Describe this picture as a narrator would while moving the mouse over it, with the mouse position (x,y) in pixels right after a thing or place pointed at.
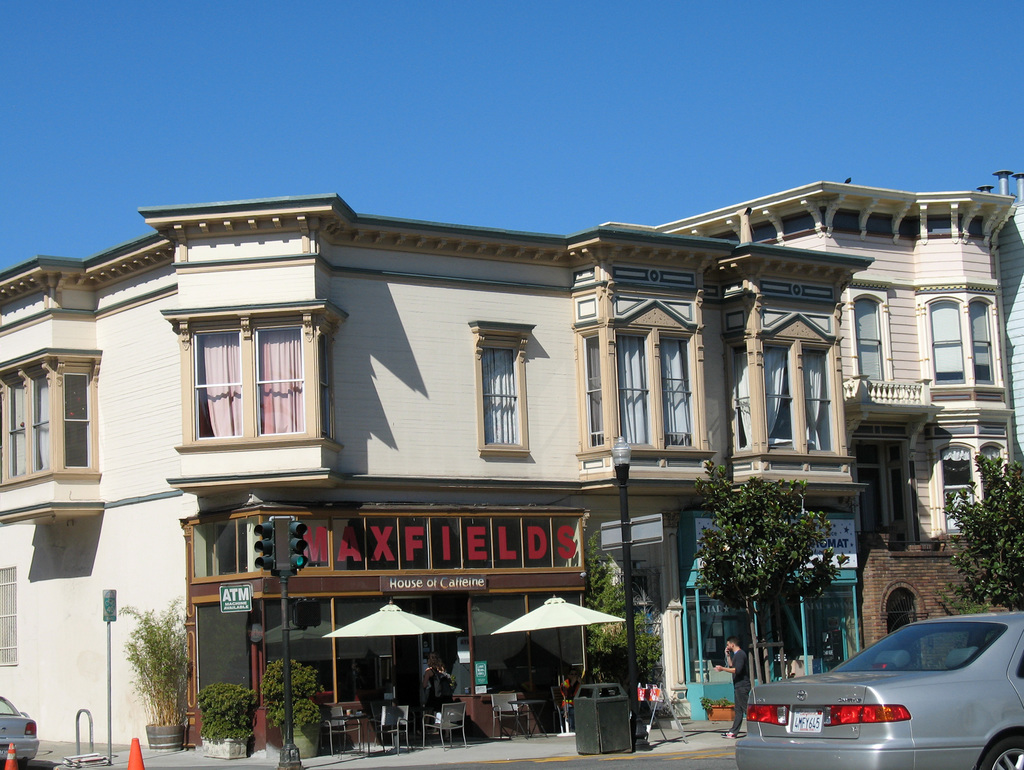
In this picture we can see a building (887,408). On the bottom (732,639) there is a man (725,669) who is wearing black dress (737,684) and who is walking near to the street light (635,724) and dustbin (595,715). Here we can see another person (437,690) who is standing in front of the door (438,700). Besides him we can see umbrella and chairs (494,695). On the bottom right corner (935,757) there is a car (962,753). Here we can see trees (975,533). On the bottom left corner (288,656) we can see traffic cones (10,766), poles (108,737), plants (147,661) and other vehicle (9,720). On the top (605,111) there is a sky (605,111).
